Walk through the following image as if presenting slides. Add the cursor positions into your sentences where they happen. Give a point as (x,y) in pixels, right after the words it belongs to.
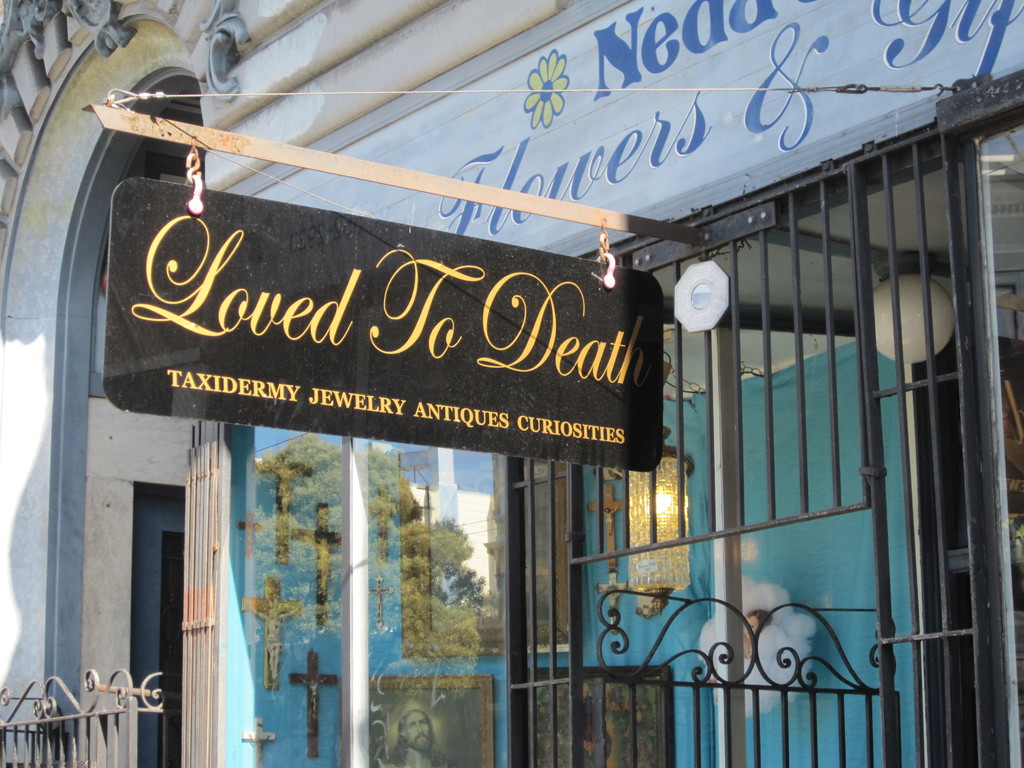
This picture is clicked outside. On the left (131,252) there is a black color board (406,303) attached to the metal rods (517,193). On the right (761,200) there is a building (264,46) and we can see the text (696,116) on the building (758,177) and we can see the metal rods (531,732), light (670,470), picture frame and some other objects (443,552). In the background (37,145) we can see the arch (143,48) on the building (32,325) and we can see the metal fence (87,725).
